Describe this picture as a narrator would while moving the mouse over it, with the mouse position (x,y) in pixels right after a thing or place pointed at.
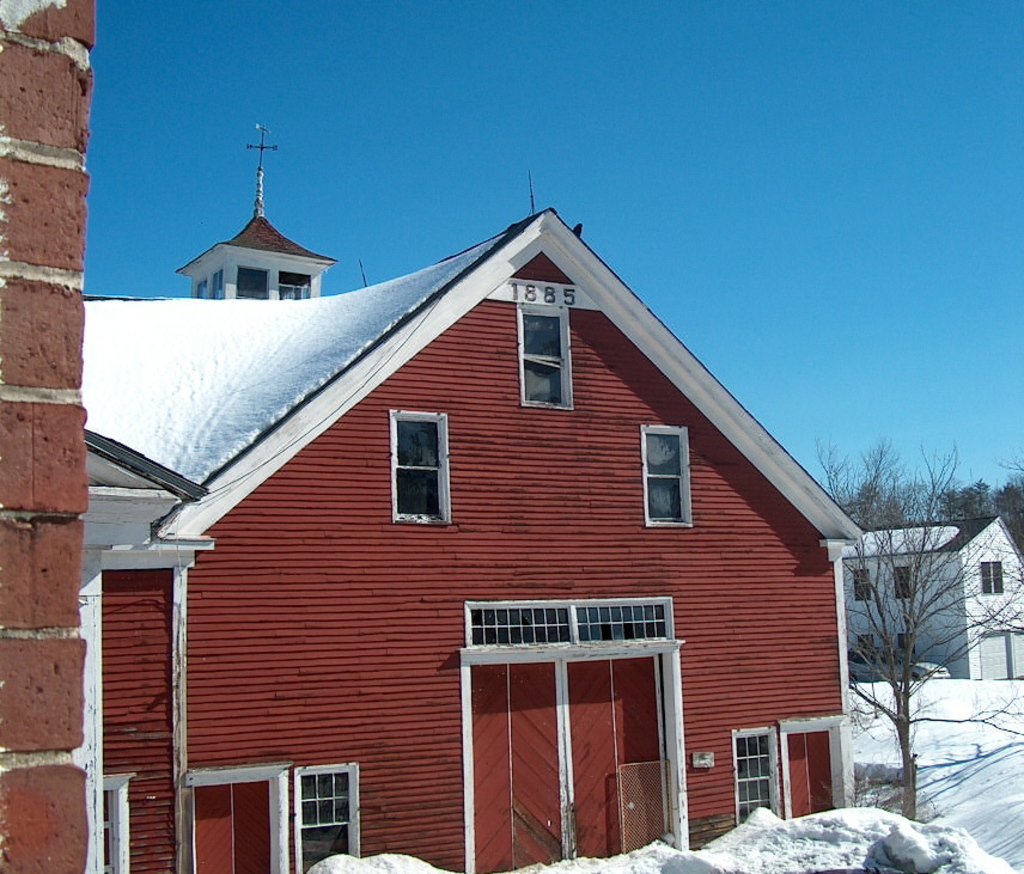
In the foreground of this image (531,606), there is a house (563,728), snow (890,818) and a tree (911,697). In the background (967,509), there is another house (1006,624), trees (959,490) and the sky (729,189).
